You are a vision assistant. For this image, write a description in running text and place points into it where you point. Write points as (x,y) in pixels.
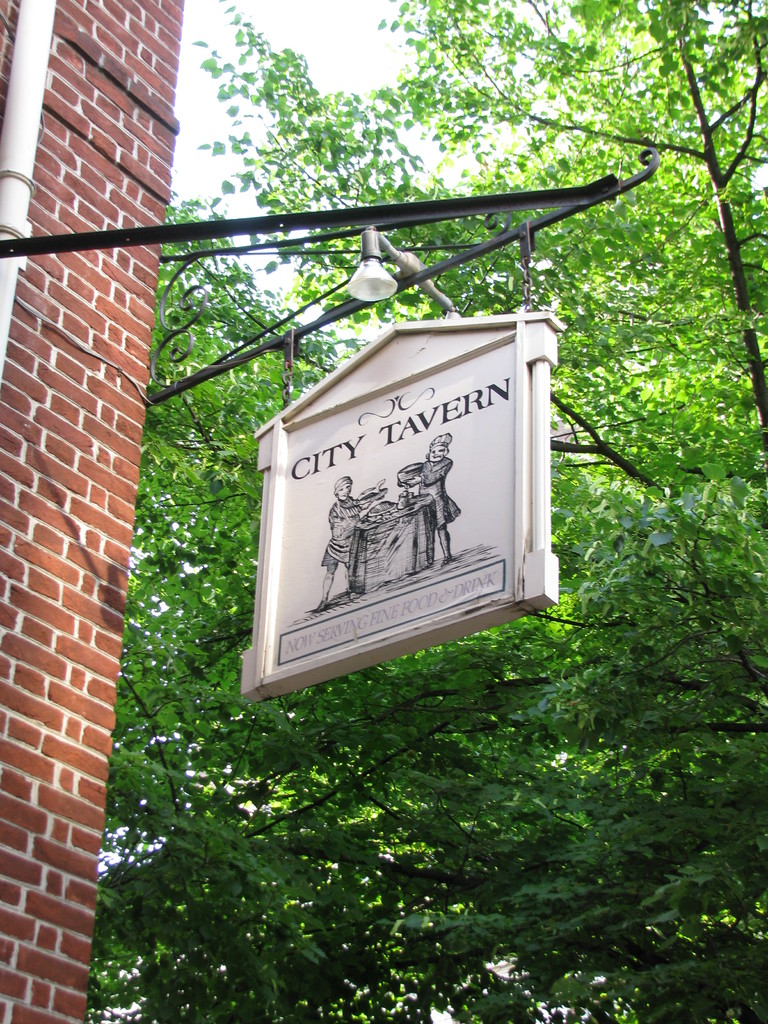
In this picture we can see a sign board (510,402) hanging from an iron rod (635,183) surrounded by trees (442,967) and a red brick wall (49,988).
